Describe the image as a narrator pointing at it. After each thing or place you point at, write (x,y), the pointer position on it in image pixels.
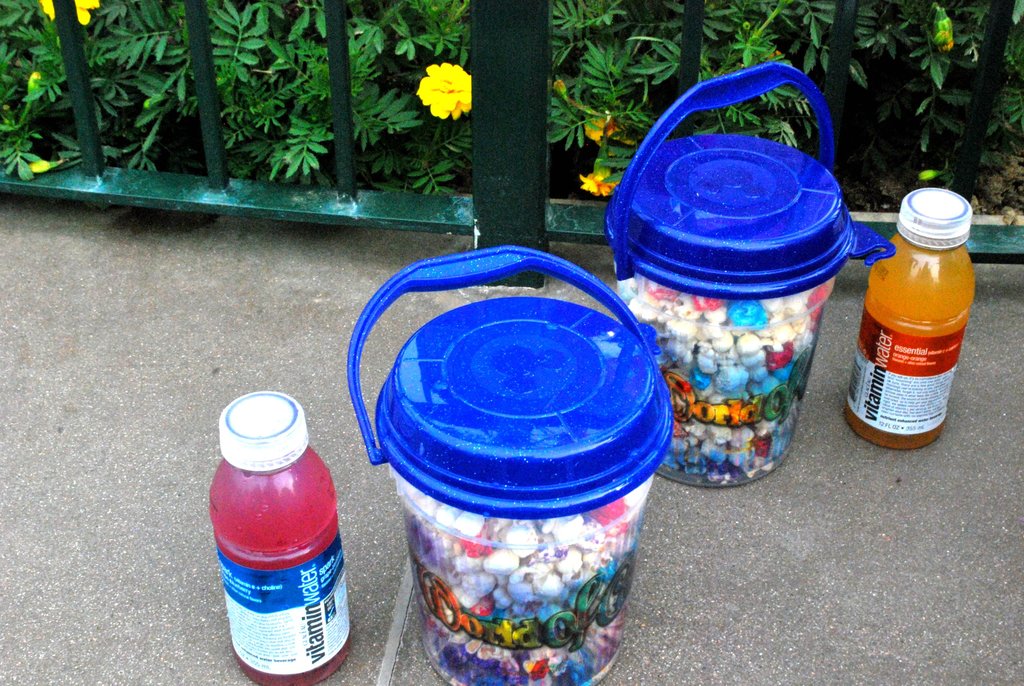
In the image we can see on the road (265,352) there is a juice bottle (326,604) which is in orange and strawberry pink colour and in the boxes (560,621) there are white balls (627,503). At the back (327,144) there are plants (438,109) on which yellow flower (436,106) is there.
